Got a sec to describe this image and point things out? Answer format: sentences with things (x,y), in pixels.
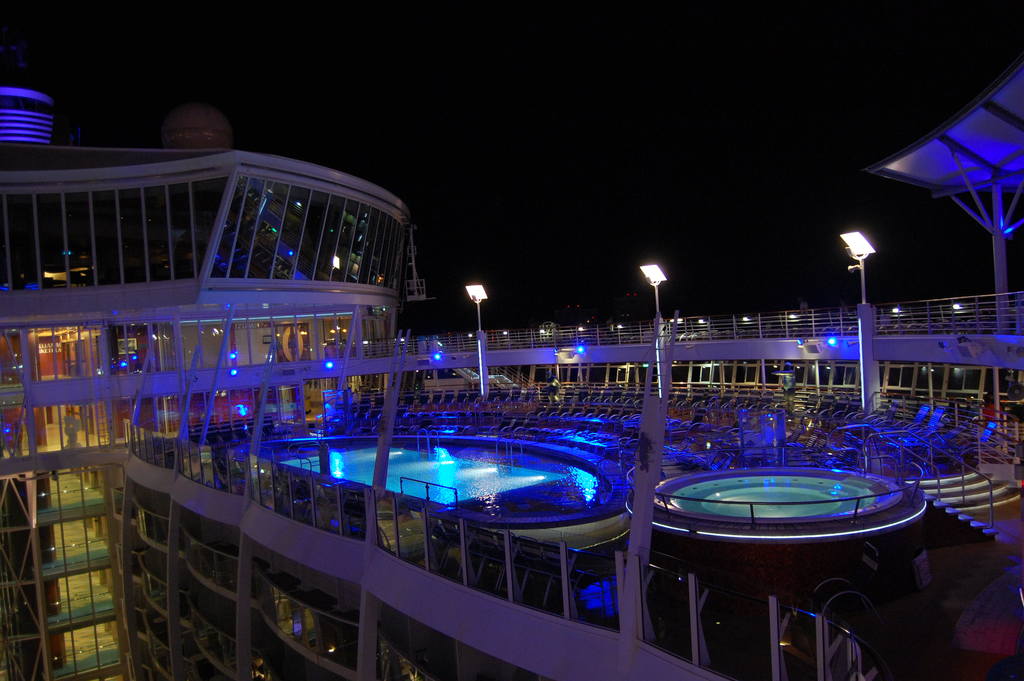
In this picture we can see building (132,385), lights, fence (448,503), swimming pool (565,456) and chairs (918,447). In the background of the image (585,156) it is dark.
